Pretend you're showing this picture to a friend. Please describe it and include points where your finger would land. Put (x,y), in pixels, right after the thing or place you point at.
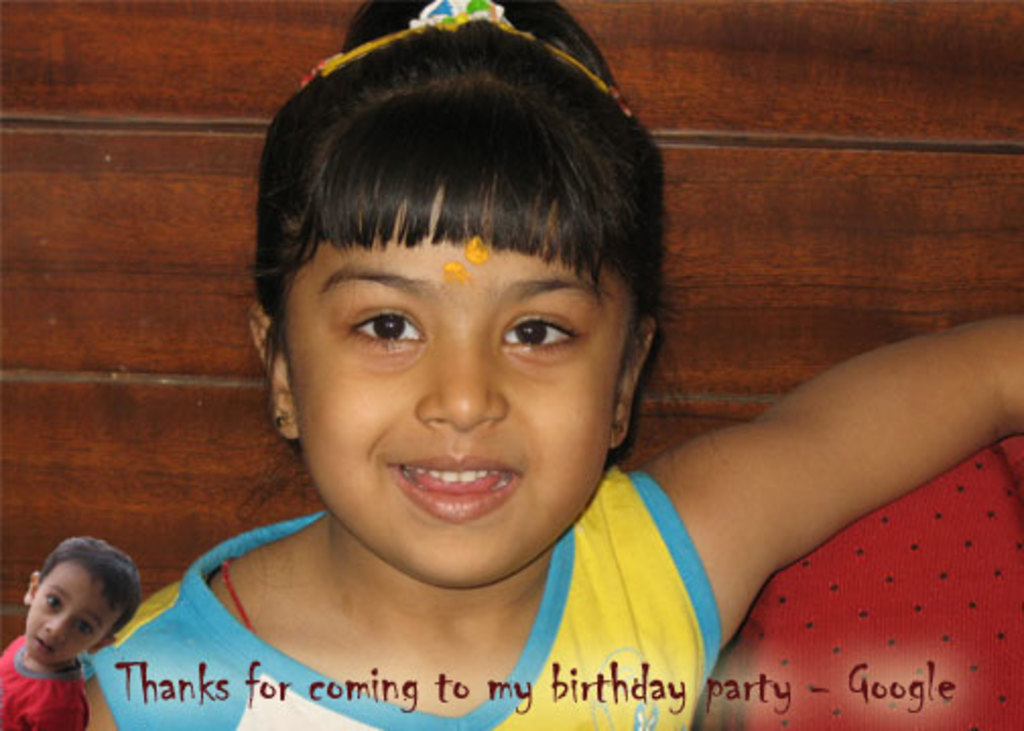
As we can see in the image there is a girl (562,347) sitting on sofa (899,624).
